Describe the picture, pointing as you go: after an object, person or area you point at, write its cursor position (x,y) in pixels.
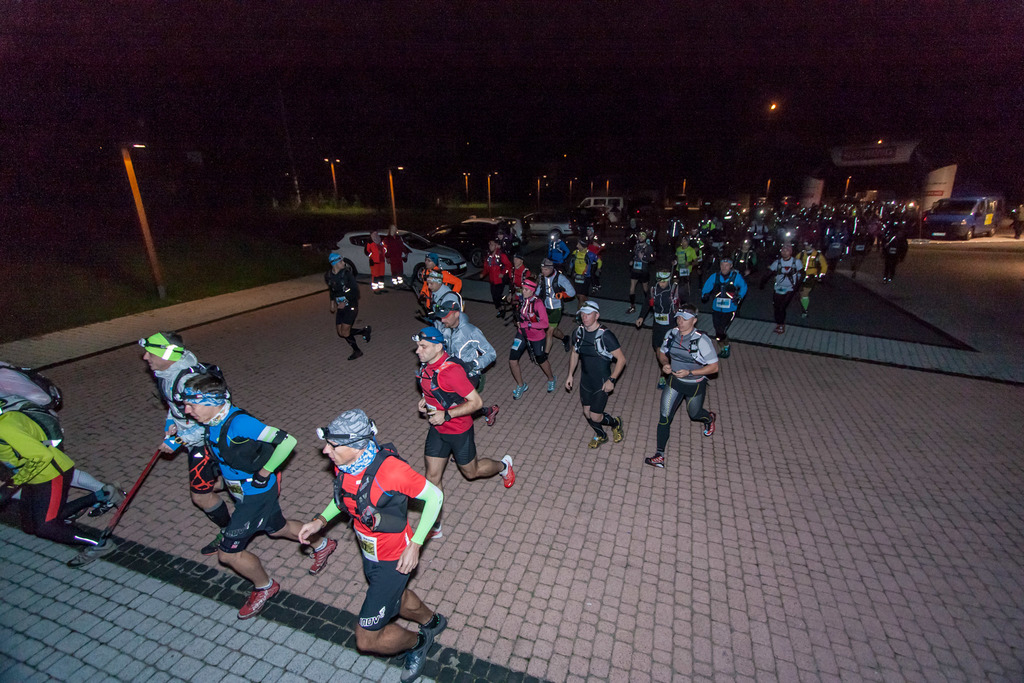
In this image we can see so many people (597,334) are running on the pavement (629,580). In the background of the image (358,204), we can see poles (848,184), grassy land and car (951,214). We can see one inflatable object (908,162) on the right side of the image (863,164).
